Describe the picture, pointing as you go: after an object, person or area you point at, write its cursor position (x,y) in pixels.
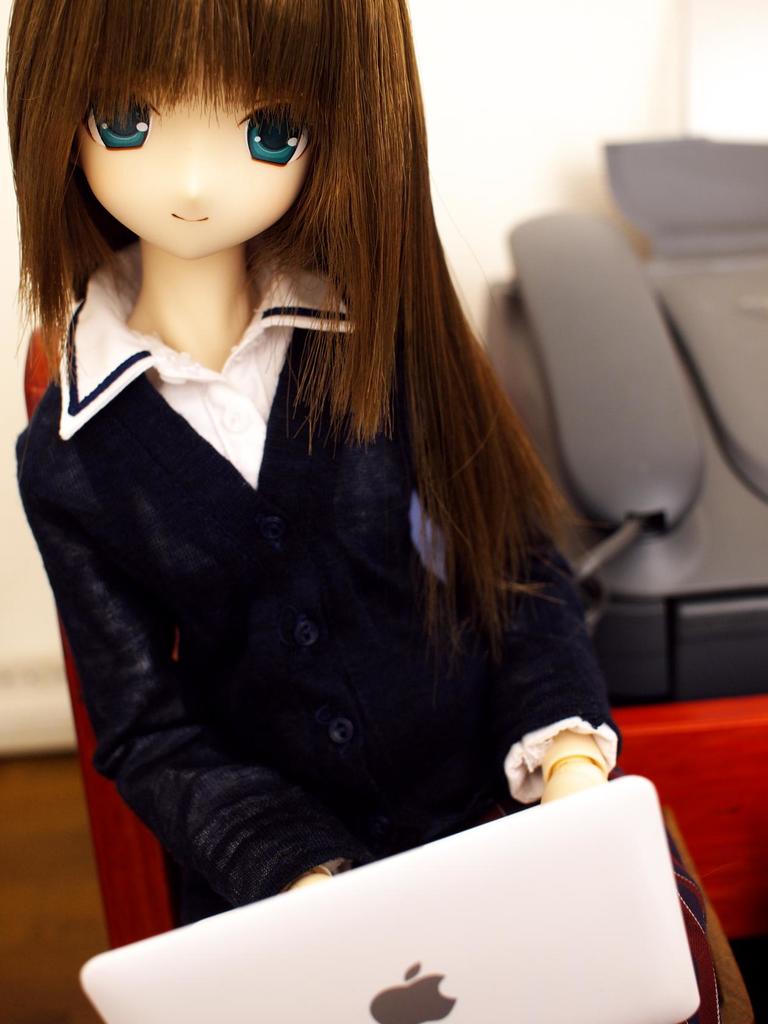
This picture is clicked inside. In the foreground (106,225) there is a doll (201,468) wearing a blue color dress (200,625) and seems to be sitting and we can see a laptop (562,903). In the background (560,4) there is a wall (539,173) and a telephone (704,371) and some other objects (731,836).
